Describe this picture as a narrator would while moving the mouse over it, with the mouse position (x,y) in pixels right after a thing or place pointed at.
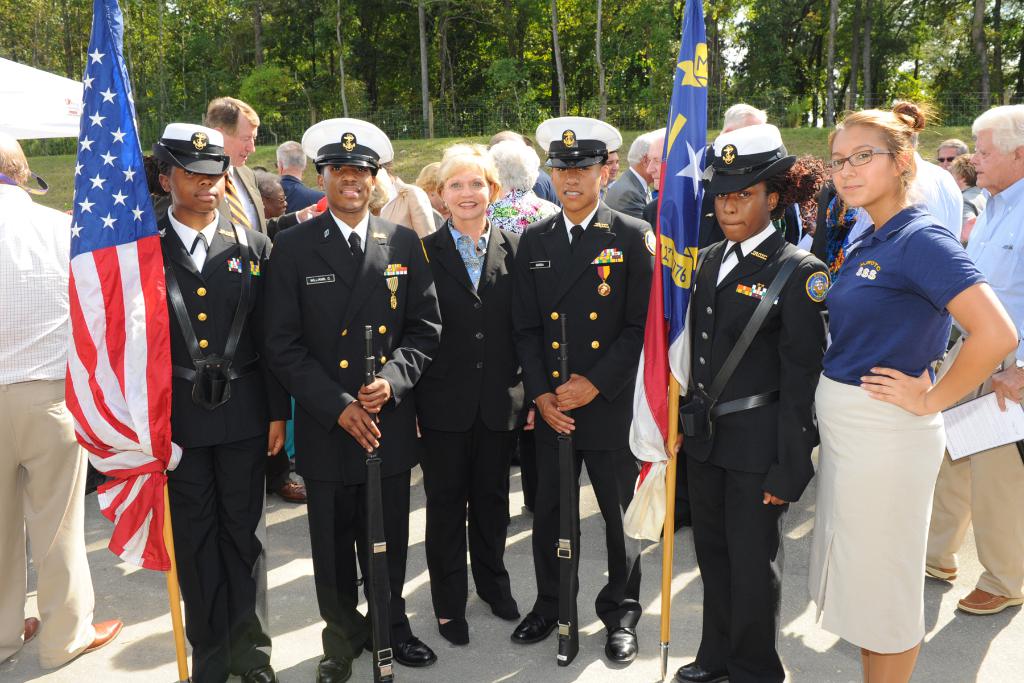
In this image we can see few people (547,340) wearing uniforms (627,444) and there are two persons (233,448) holding flags (658,430) and behind we can see some people (30,348). There are some trees (595,41) in the background (383,30).
